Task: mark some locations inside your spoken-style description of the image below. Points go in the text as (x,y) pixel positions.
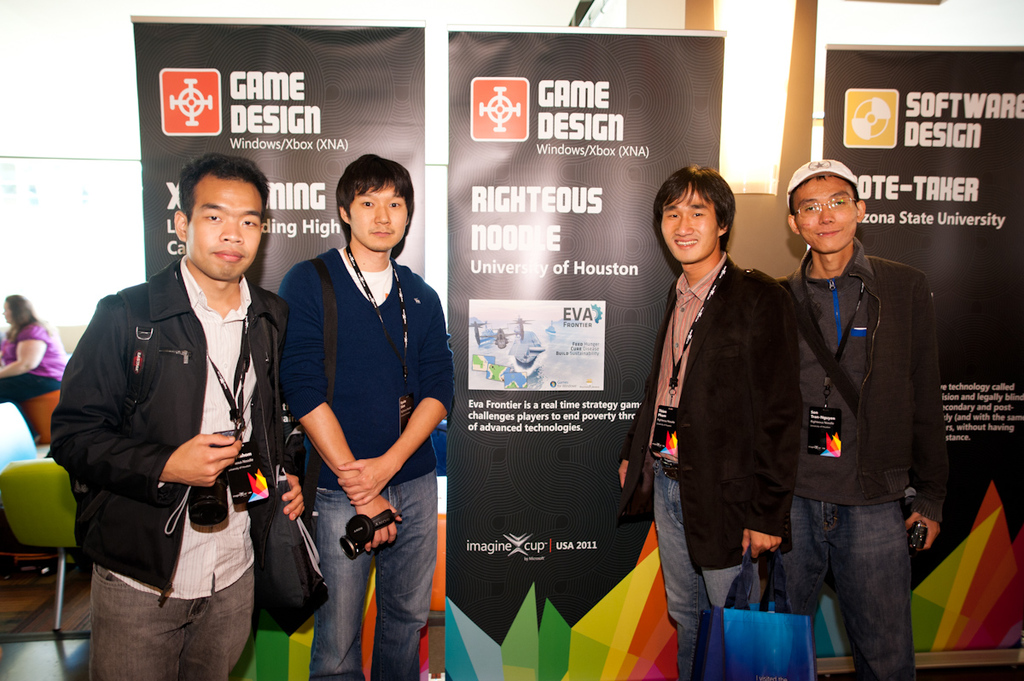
In this image we can see four men (772,421) are standing. In the background (719,71), we can see the banners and the light (754,87). On the left side of the image (36,514), we can see chairs (36,514) and a woman (23,381). We can see one man (861,415) is wearing a hoodie (876,444) with jeans (897,569) and holding black color object (917,532) in the hand (916,514). The other man (722,369) is wearing a shirt (668,363), black coat (716,486), jeans (697,590) and holding carry bag (789,627) in his hand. The third man (389,399) is wearing sweater (351,379), jeans (359,565) and holding camera (369,531) in his hand (373,500). The fourth man (236,427) is wearing a shirt (226,353), jeans (157,665), coat (130,428) and carrying a camera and bag (298,565).
